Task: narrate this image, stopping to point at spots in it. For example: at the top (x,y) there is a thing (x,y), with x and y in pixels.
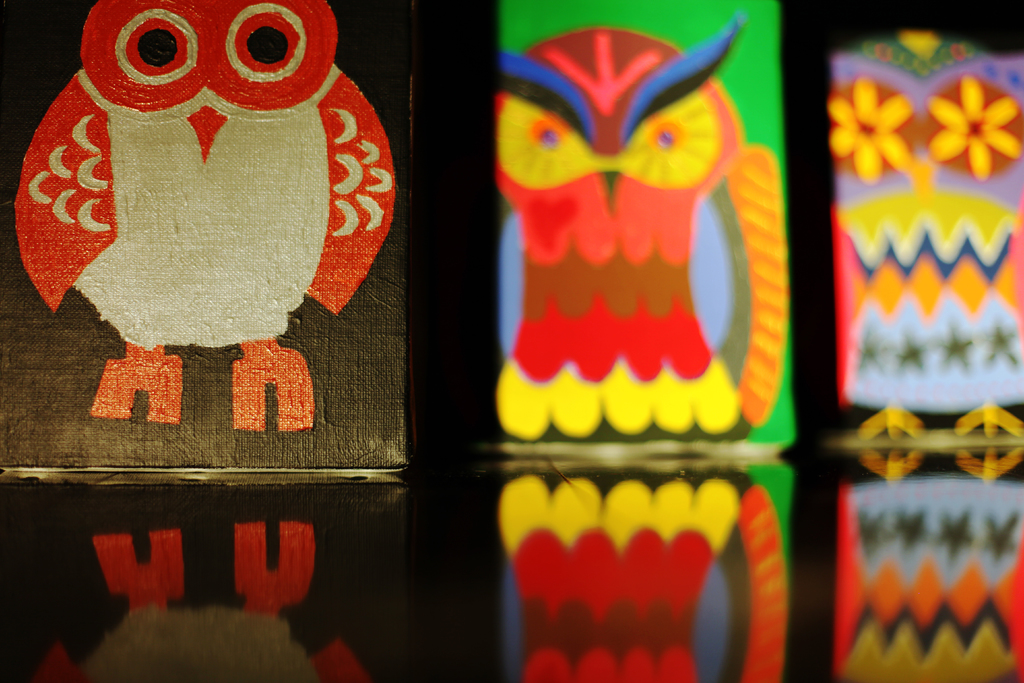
In this image there are three paintings (541,270) one after the other. At the bottom (530,577) we can see the reflections (723,544) of the painting (946,201).
